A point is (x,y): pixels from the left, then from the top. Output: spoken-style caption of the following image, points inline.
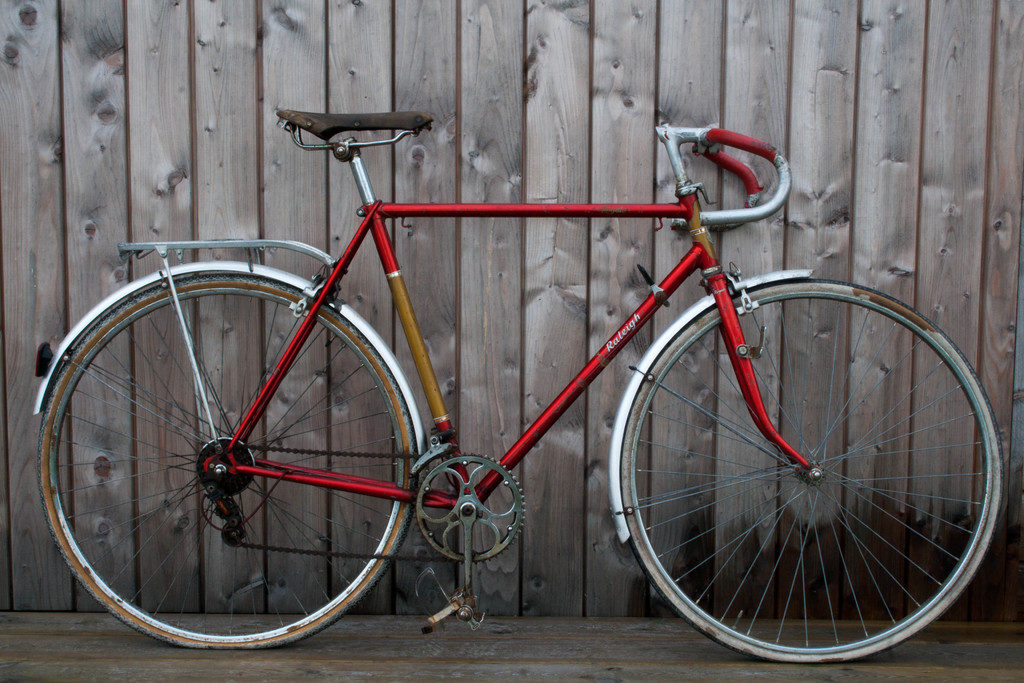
In this image I can see a bicycle (413,402) on the floor (520,625). In the background (554,90) there is a wall (430,64) made up of wooden planks (235,70).
